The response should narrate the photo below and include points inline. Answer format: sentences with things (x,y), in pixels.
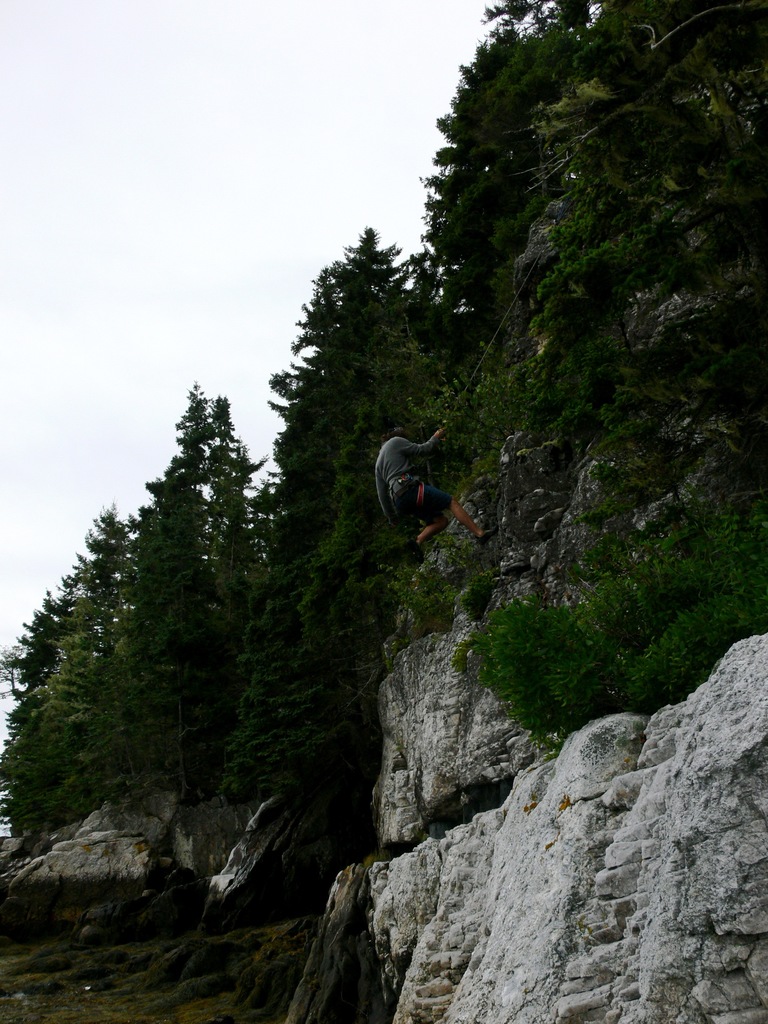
In this image in the center (481,424) there is a man (432,519) climbing and there are trees (325,541). On the ground (96,981) there is grass (83,1008) and the sky (222,265) is cloudy.
